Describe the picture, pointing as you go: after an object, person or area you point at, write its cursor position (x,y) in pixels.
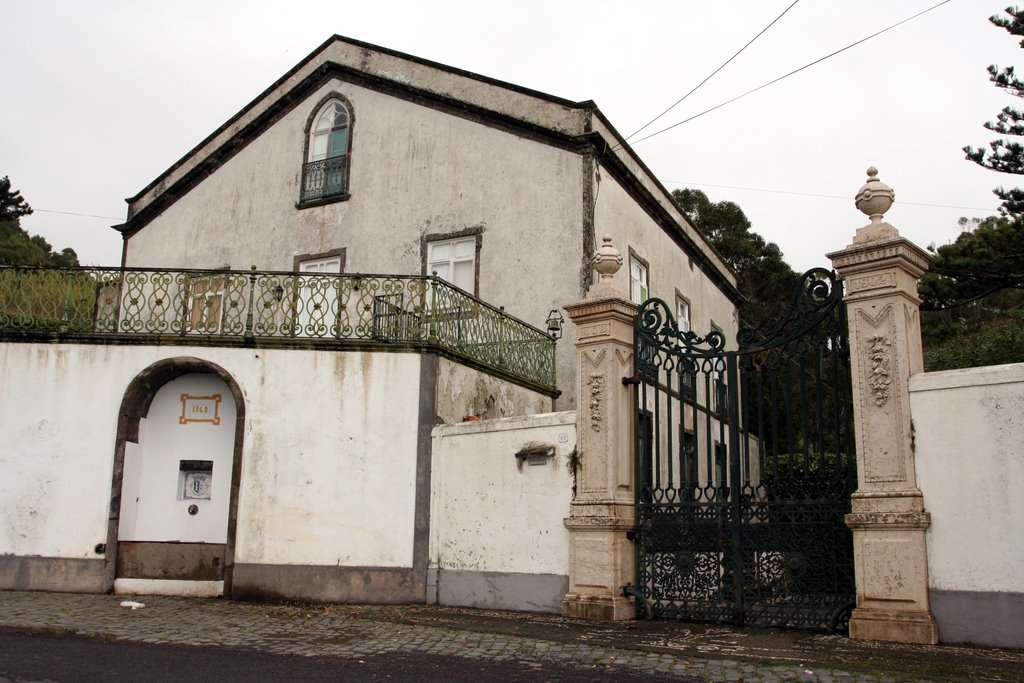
There is a gate (731,470) in between the two pillars (577,534) and in front of this gate (740,479) there is a road (97,652) and behind this gate (654,368) there is a building (528,241) which contains a number of windows (461,274) and there is a railing (359,298) in front of this building (653,270). Some wires (599,163) are connected from this building (608,152) to somewhere else. There are some trees (745,225) behind this building (686,267) and around this building (681,281).
